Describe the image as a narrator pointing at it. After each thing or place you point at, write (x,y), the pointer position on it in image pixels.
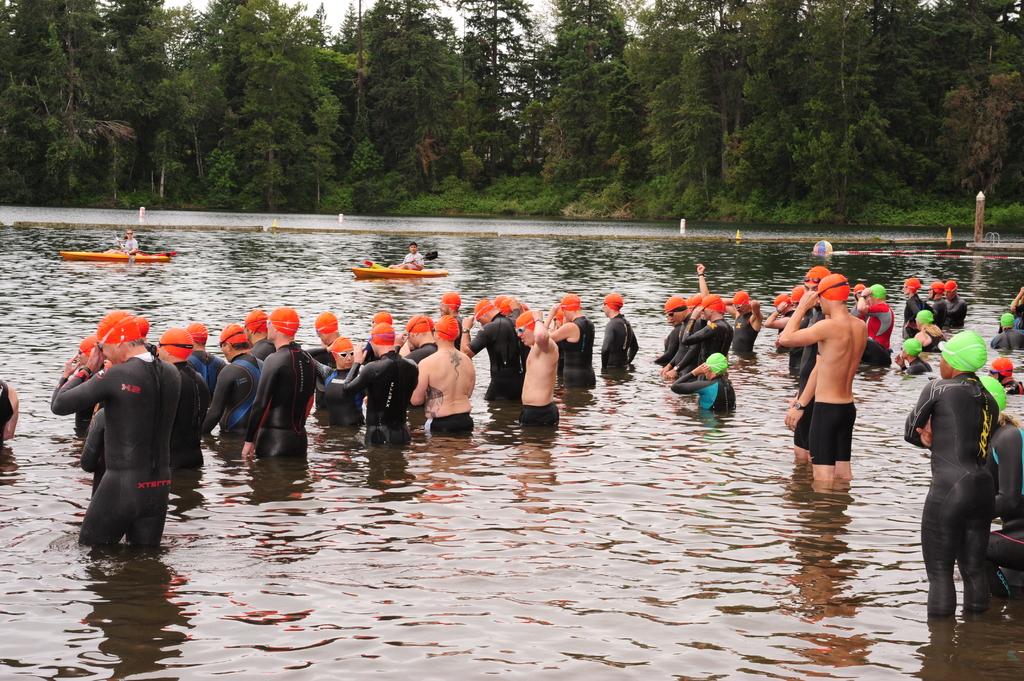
In this image few persons (113,377) wearing black swimsuits (113,527) are in the water (757,482). Two persons (131,246) are sitting on the boats (69,254). They are holding paddles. Top of image (659,187) there are few plants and trees (410,83) on the land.
